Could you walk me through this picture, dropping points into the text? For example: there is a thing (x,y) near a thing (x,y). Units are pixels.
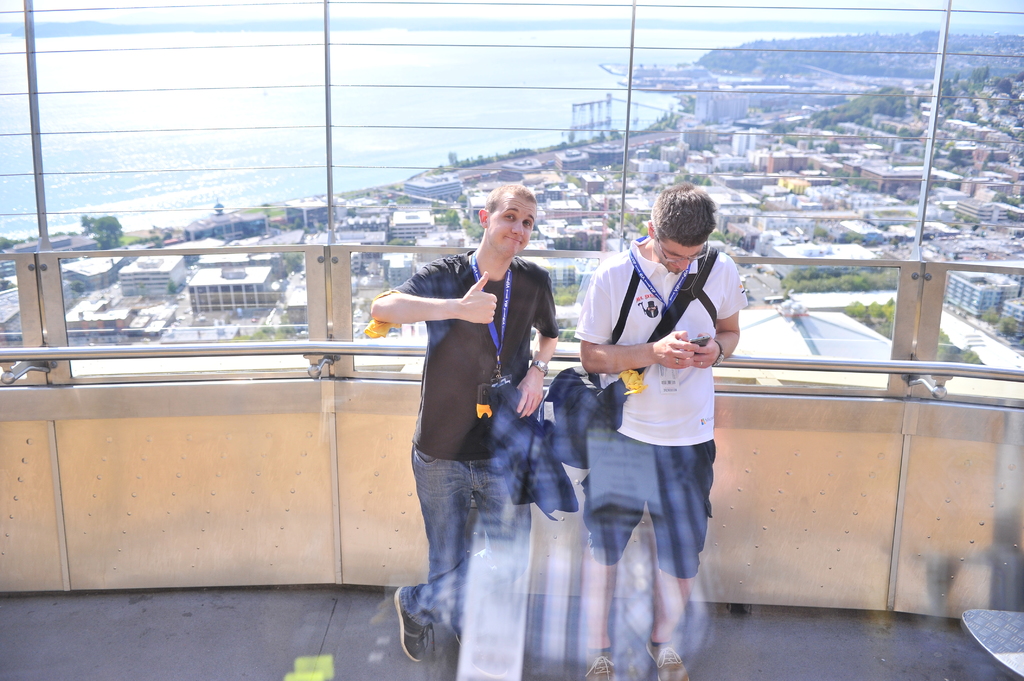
In this picture we can see two men (636,435) carrying bags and standing on the floor (53,629), fence (757,587), buildings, water (121,151), trees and in the background (873,16) we can see the sky (533,9).
